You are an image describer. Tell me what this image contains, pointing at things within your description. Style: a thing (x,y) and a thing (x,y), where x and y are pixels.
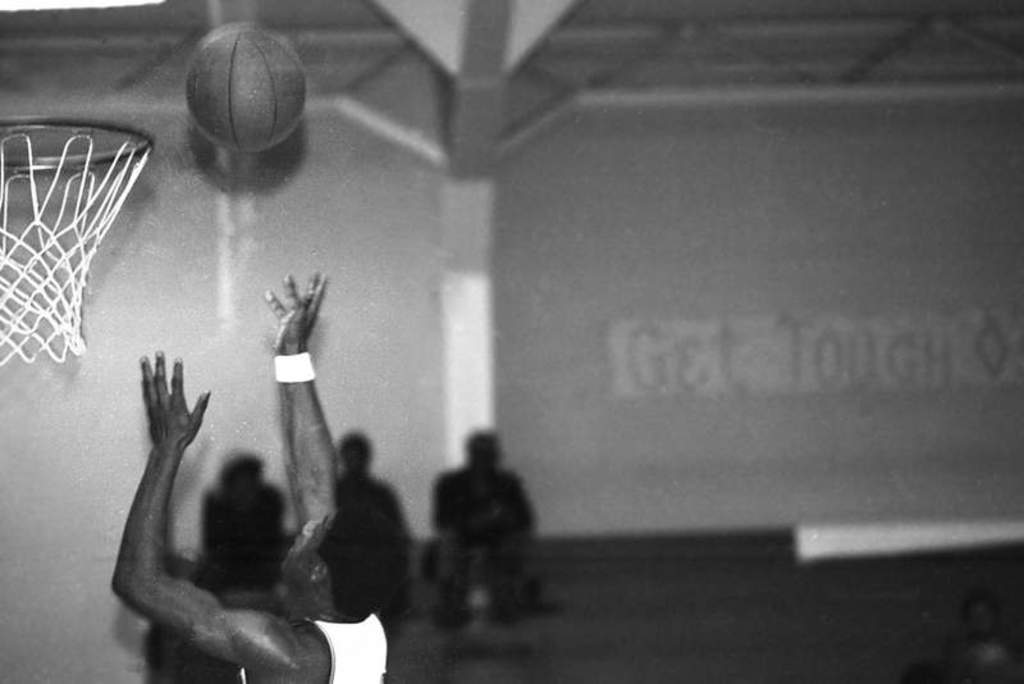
This is a black and white image, in this image a man (291,624) throwing a basketball (245,118) into a basket (51,174), the background (583,499) is blurry and three men (241,541) sitting on the bench (538,648).
